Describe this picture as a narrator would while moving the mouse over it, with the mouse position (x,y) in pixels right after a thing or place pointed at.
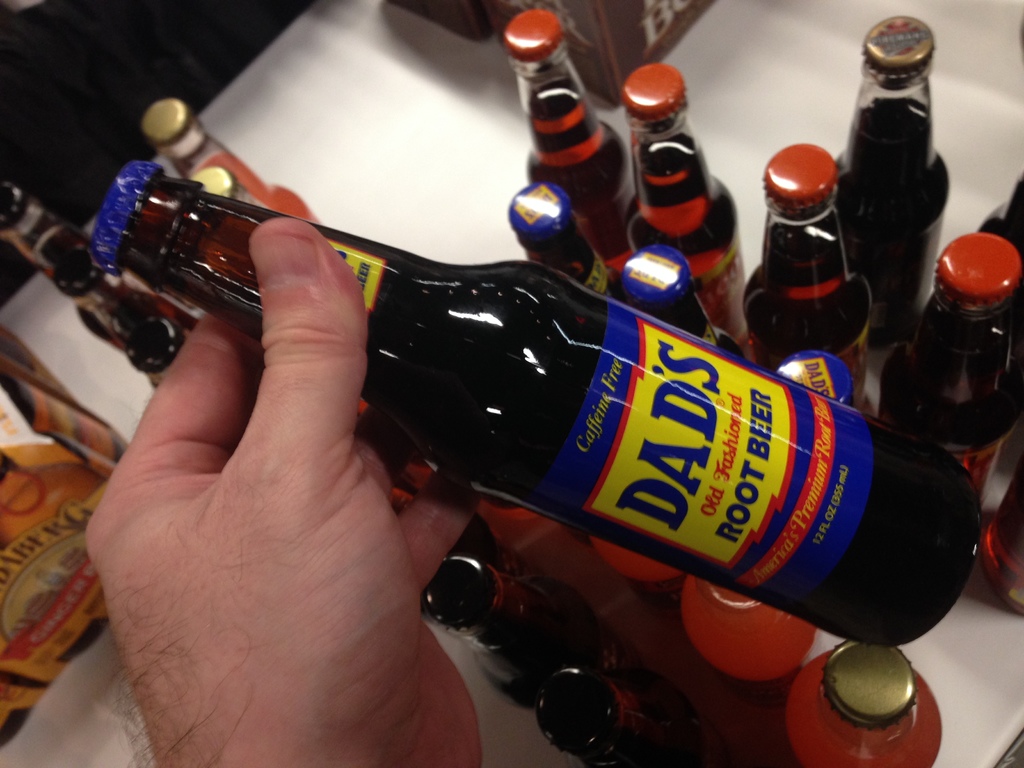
In this image there are number of bottles (669,409).
